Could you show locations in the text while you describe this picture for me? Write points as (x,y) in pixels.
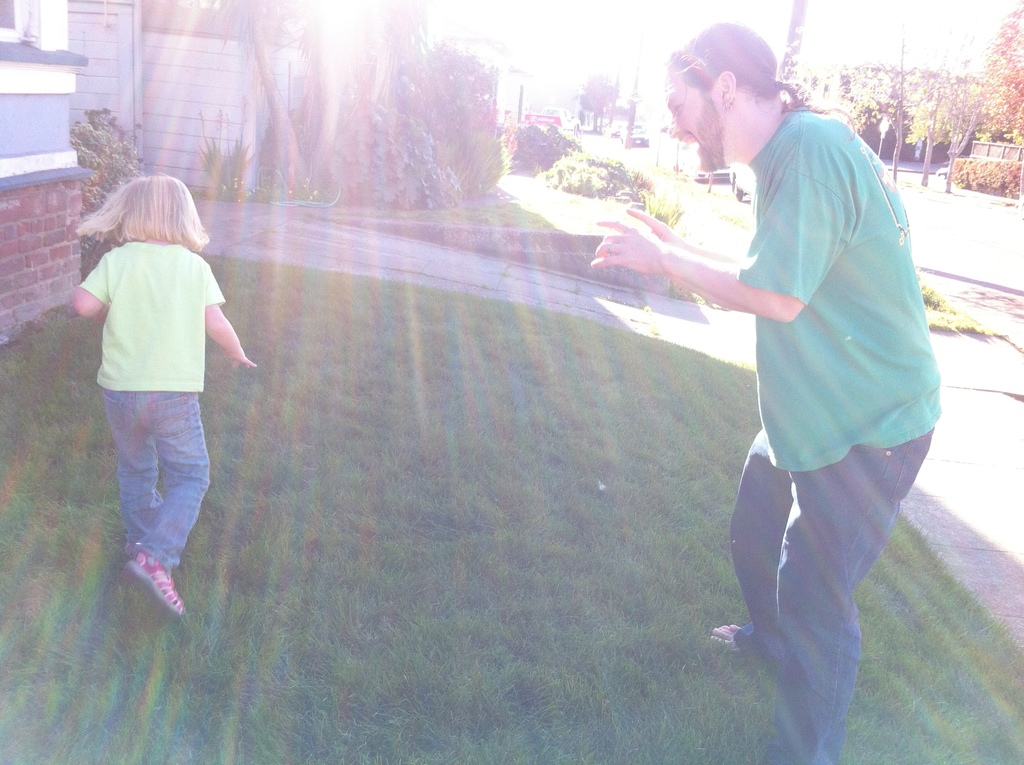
There is a man (741,307) and a small girl (144,319) on the grassland (556,522) in the foreground area of the image (821,160), there are houses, trees (585,88), poles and the sky (644,43) in the background (595,84).
